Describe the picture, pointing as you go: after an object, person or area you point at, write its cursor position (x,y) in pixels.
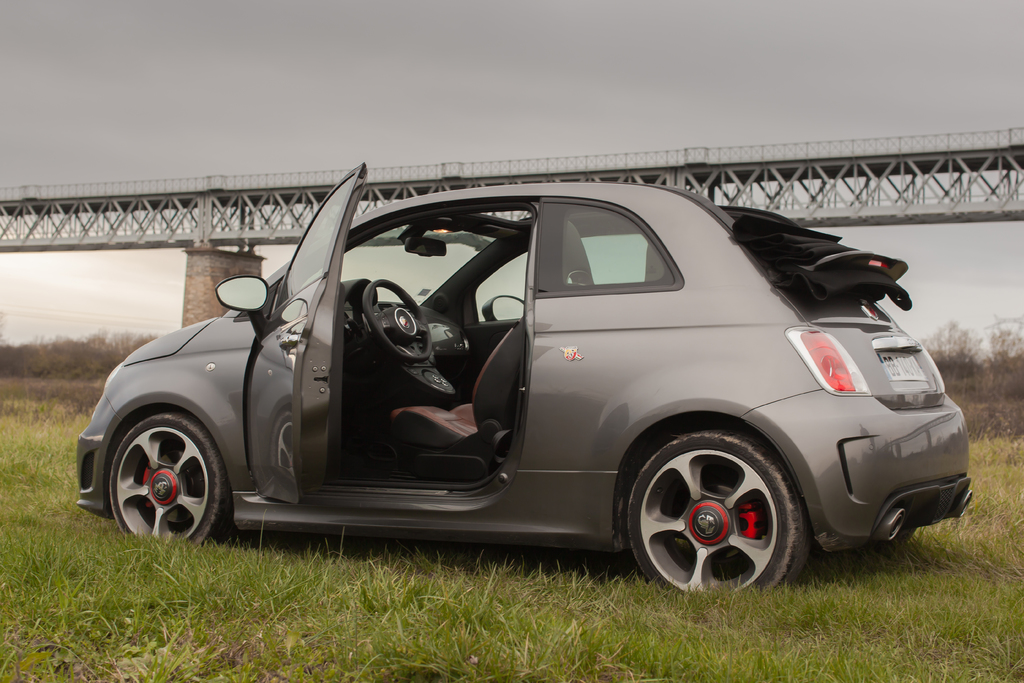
In this image we can see a motor vehicle (450,505) on the grass (16,497), bridge (407,188) with iron grills (89,232) and sky (428,127) in the background (257,188).
